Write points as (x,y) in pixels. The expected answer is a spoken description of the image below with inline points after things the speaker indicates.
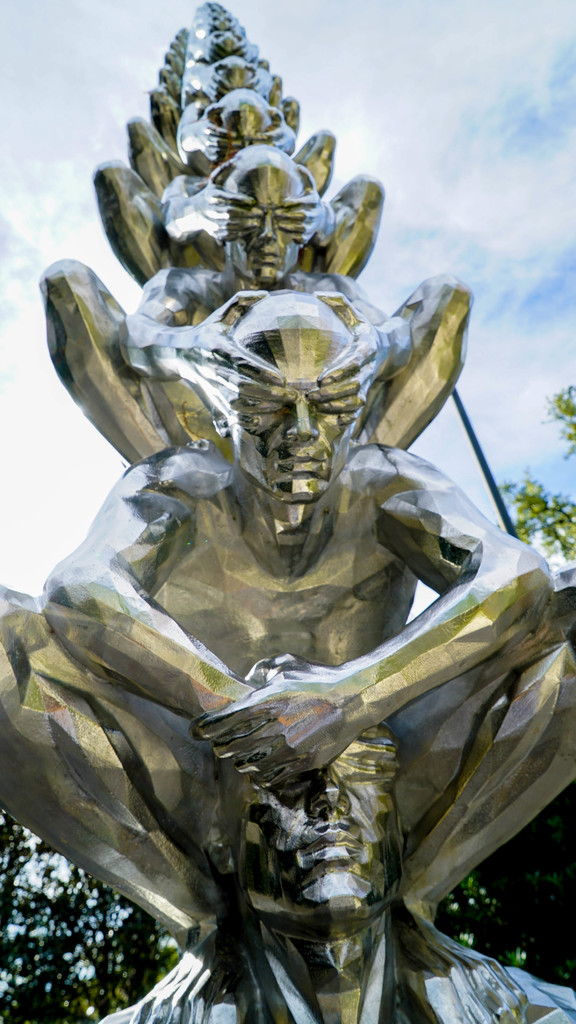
In this image, we can see a sculpture (450,720) on the white background.
